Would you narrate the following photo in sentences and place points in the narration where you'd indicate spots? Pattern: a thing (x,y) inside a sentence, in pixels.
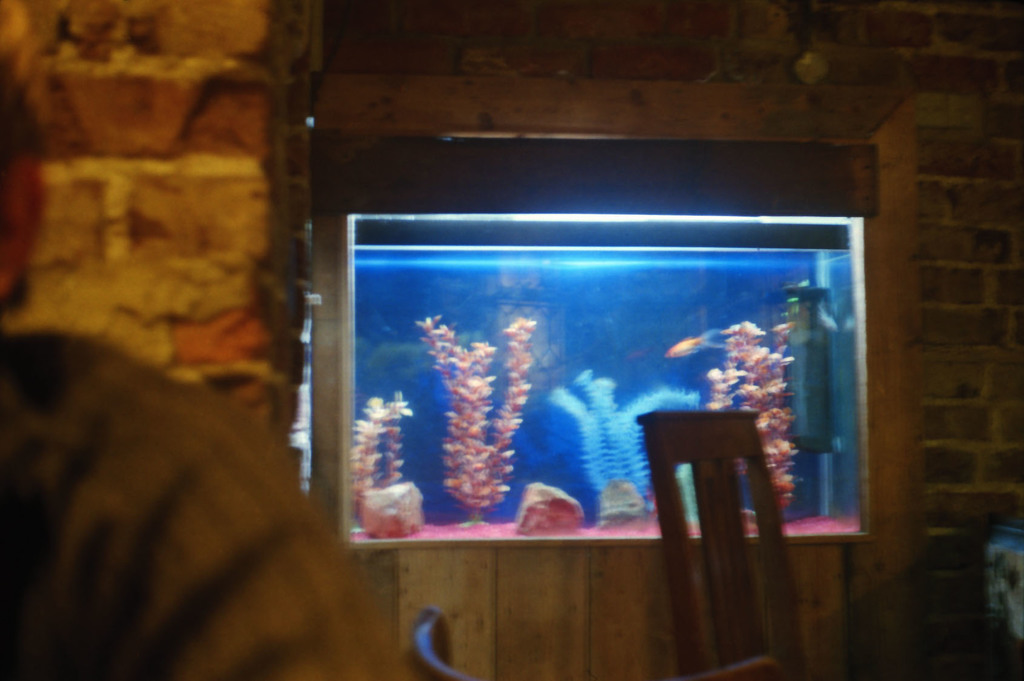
In this image on the left side (60,521) there is one person (171,513), and in the center (386,373) there is one aquarium (415,423). In that aquarium (588,402) there are some water plants (596,377), and in the background (920,589) there is a wall (924,409) and some objects (697,439).
